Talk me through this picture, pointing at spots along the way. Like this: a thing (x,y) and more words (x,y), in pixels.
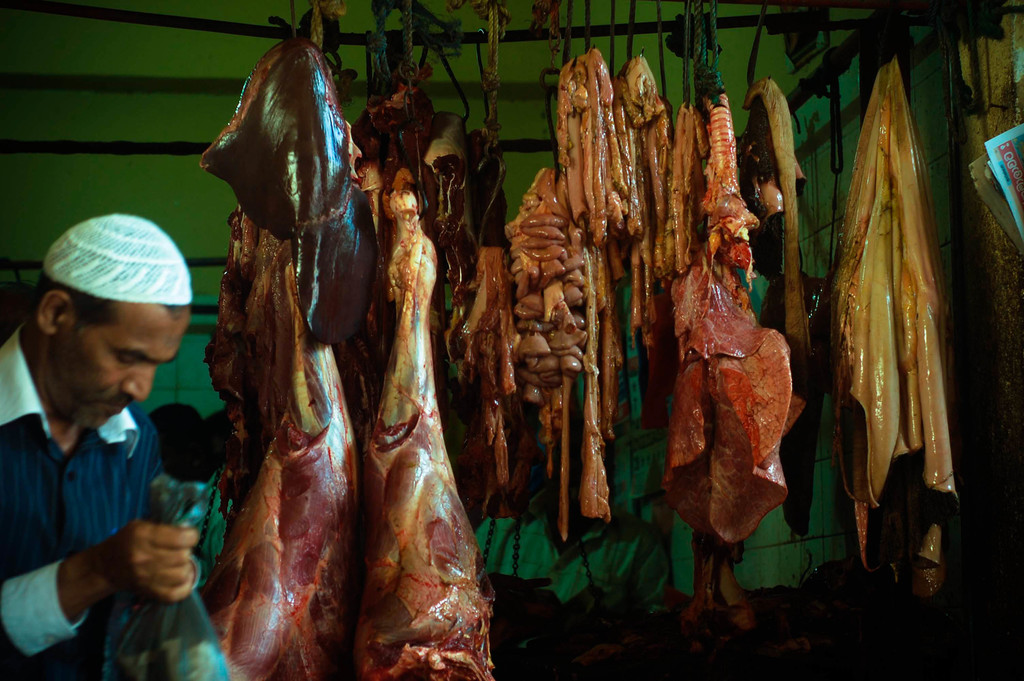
In this image there is meat (402,315), in the bottom left (176,527) there is a person (44,477).
